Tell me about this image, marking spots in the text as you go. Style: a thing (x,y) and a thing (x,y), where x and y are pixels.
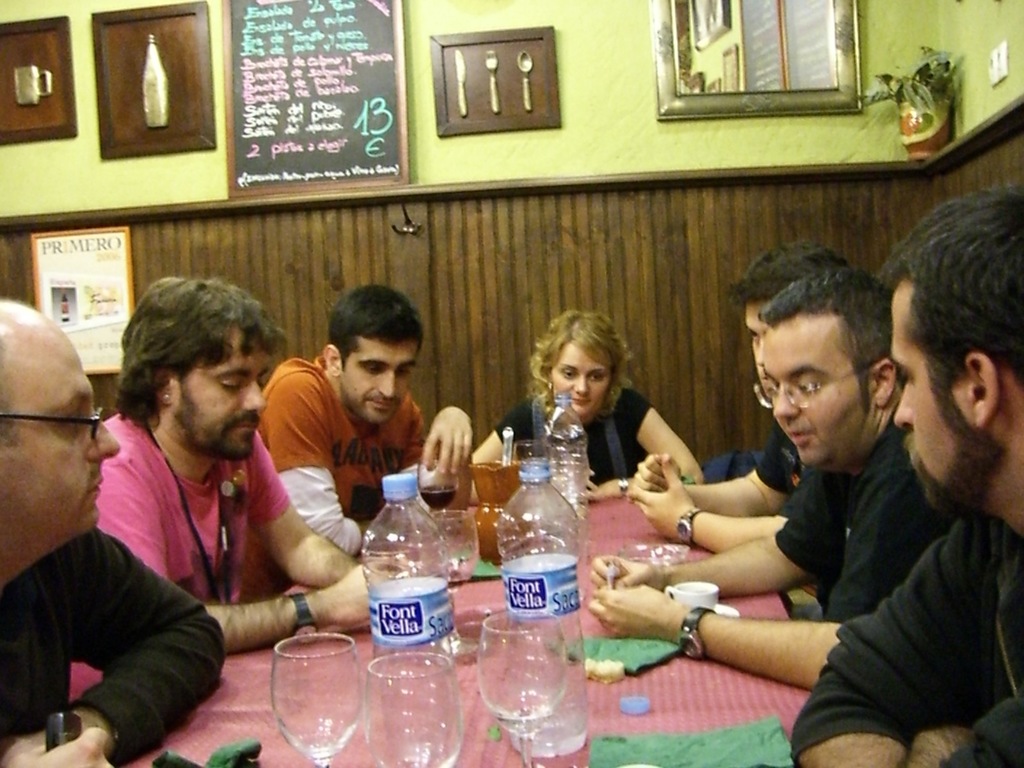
In this picture we can see a few glasses (439,484), bottles (412,487), cup (708,593), saucer (707,608), green objects (608,760) and other objects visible on the table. We can see a group of people (48,507) sitting on the chair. There is a person (33,626) wearing a spectacle (30,415) and holding an object (76,714) in his hand (83,733). We can see a few boards (90,231) on the wall (692,162). There is a house plant (901,112) and a white object (1001,59) on the right side (936,144).
